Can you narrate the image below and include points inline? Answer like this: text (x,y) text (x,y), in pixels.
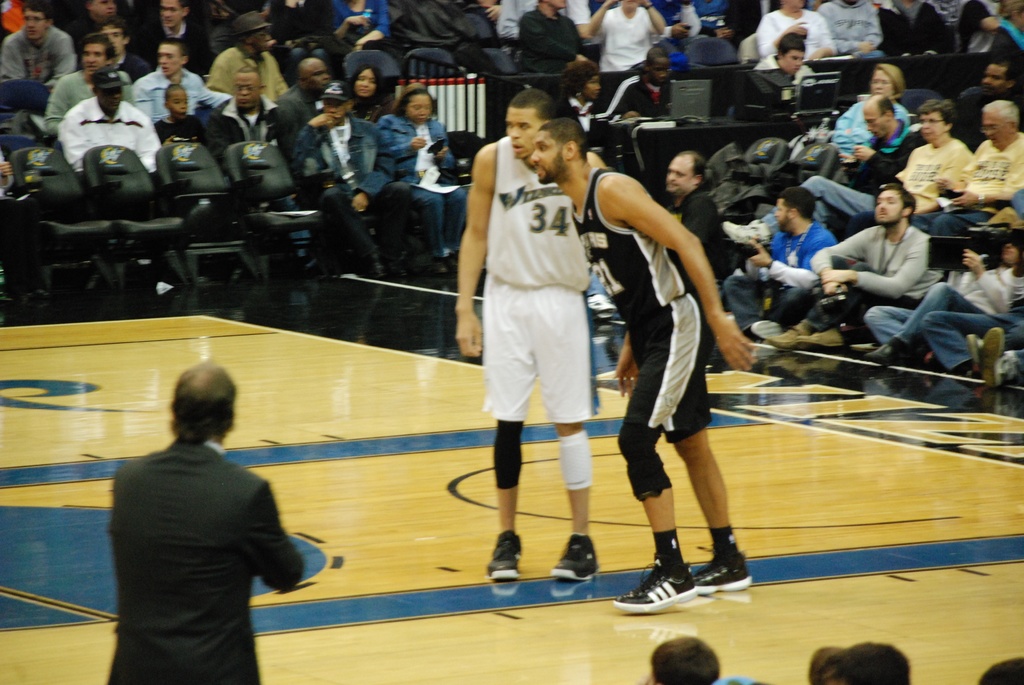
In this image there are three people (511,282) standing, in the background (337,242) there are people (811,236) sitting on chairs (805,172).
